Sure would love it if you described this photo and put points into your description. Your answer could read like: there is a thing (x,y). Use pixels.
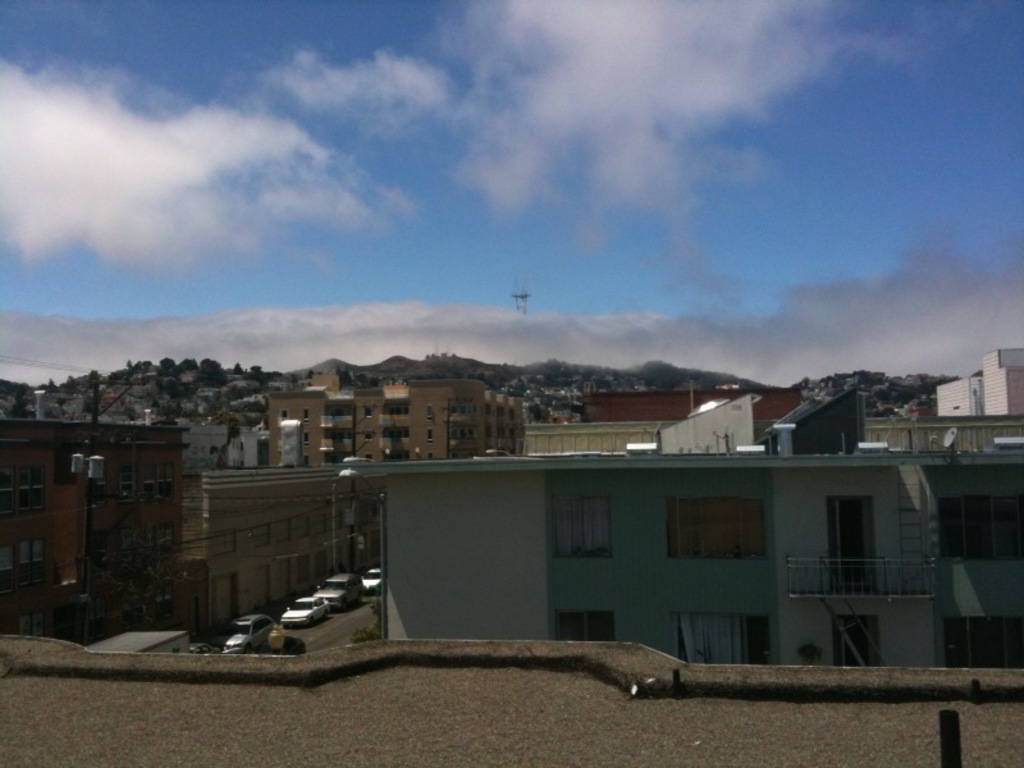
This is an outside view. At the bottom of the image (357,714) there is a wall (417,712). In the background (77,490), I can see some buildings (211,571) and cars (330,605) on the road (329,636). On the top of the image (580,108) I can see the sky (778,98) and clouds (755,80).
